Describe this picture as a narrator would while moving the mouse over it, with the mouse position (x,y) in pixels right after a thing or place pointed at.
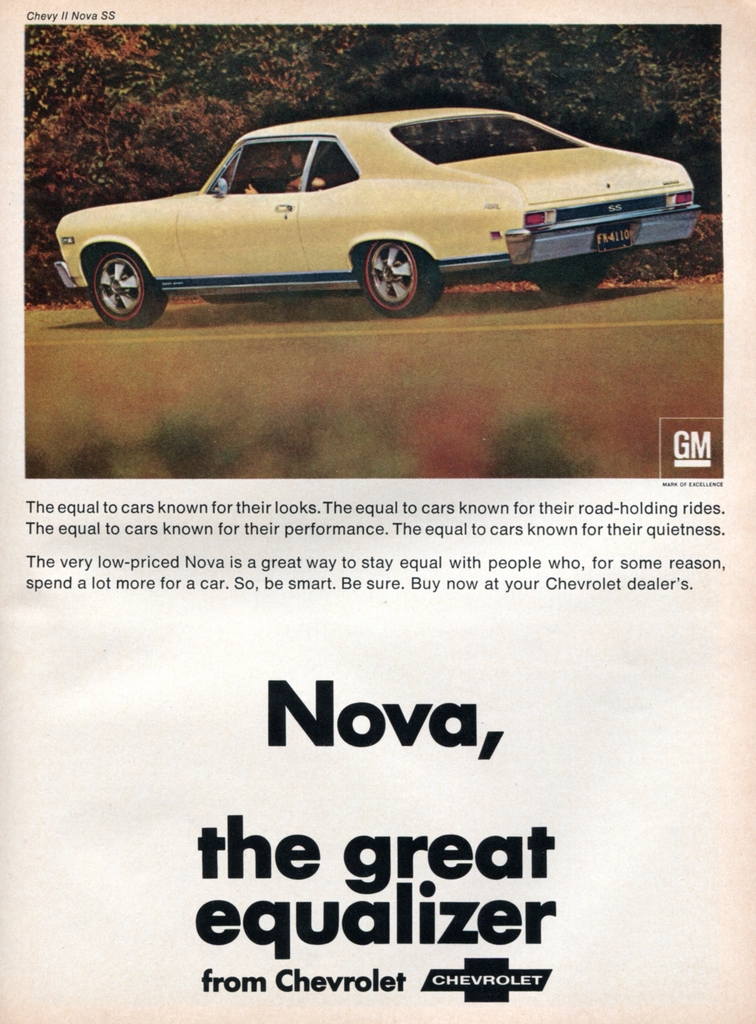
In this image there is a paper (359,436), there are trees (321,65), there is a car (282,226) on the ground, there are plants (203,436), there is text (214,584), the background of the image (124,949) is white in color.
